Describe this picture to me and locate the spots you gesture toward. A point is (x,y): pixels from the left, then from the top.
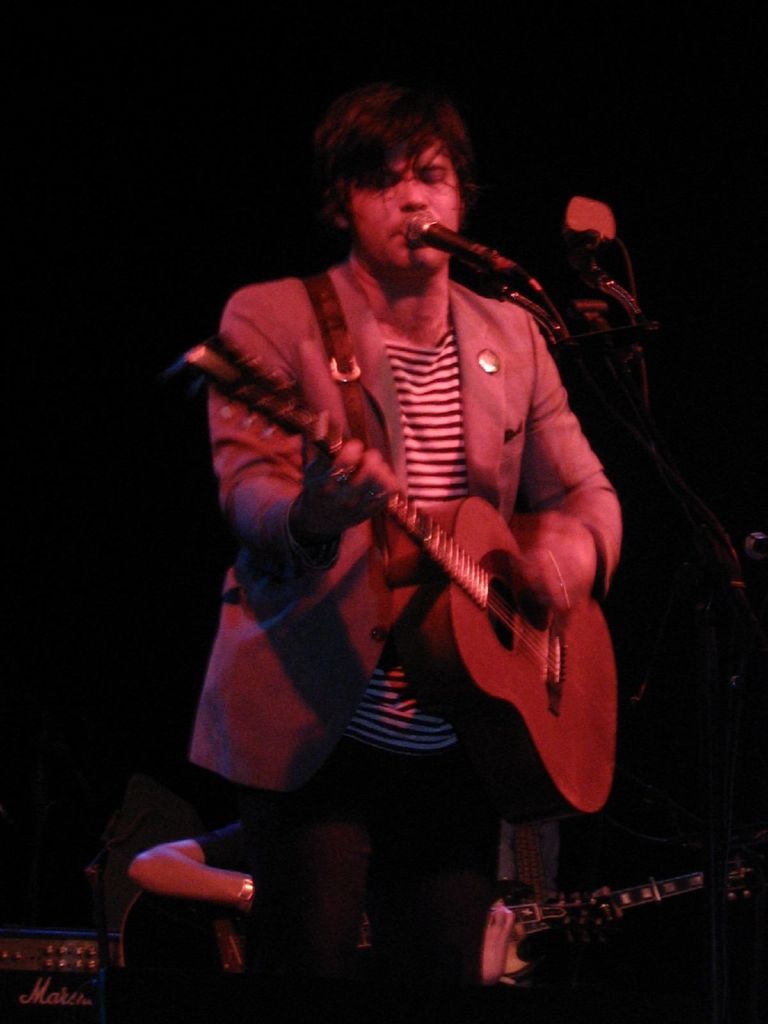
A man (419,379) with grey is standing and he is playing guitar (450,541). In front of him there is a mic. Behind him there is a man (195,859) playing guitar (180,942).
